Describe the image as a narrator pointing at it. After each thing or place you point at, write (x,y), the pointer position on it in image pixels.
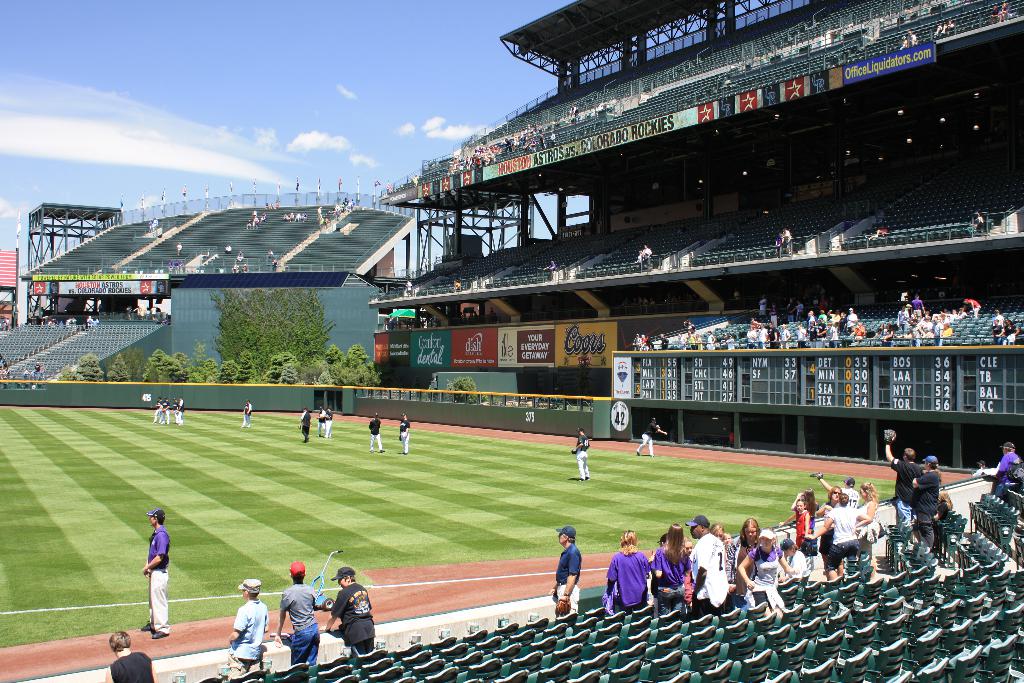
Here we can see people (663,565) and chairs (681,652). Background (998,326) we can see stadium (631,338), people (653,339), hoardings (392,352), trees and sky (17,207).
